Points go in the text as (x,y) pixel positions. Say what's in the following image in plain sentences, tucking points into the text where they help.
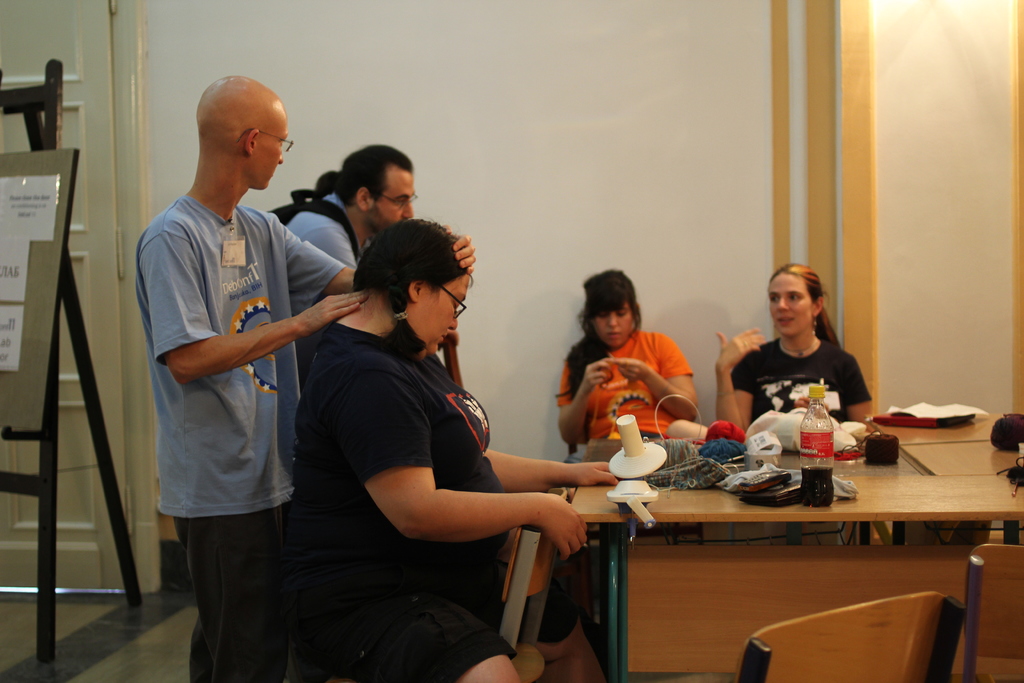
In this image I can see number of people (411,220) where two of them are standing and rest all are sitting. On this table (591,497) I can see a bottle (820,420) and few more stuffs (641,463). I can also see few chairs (952,604).
